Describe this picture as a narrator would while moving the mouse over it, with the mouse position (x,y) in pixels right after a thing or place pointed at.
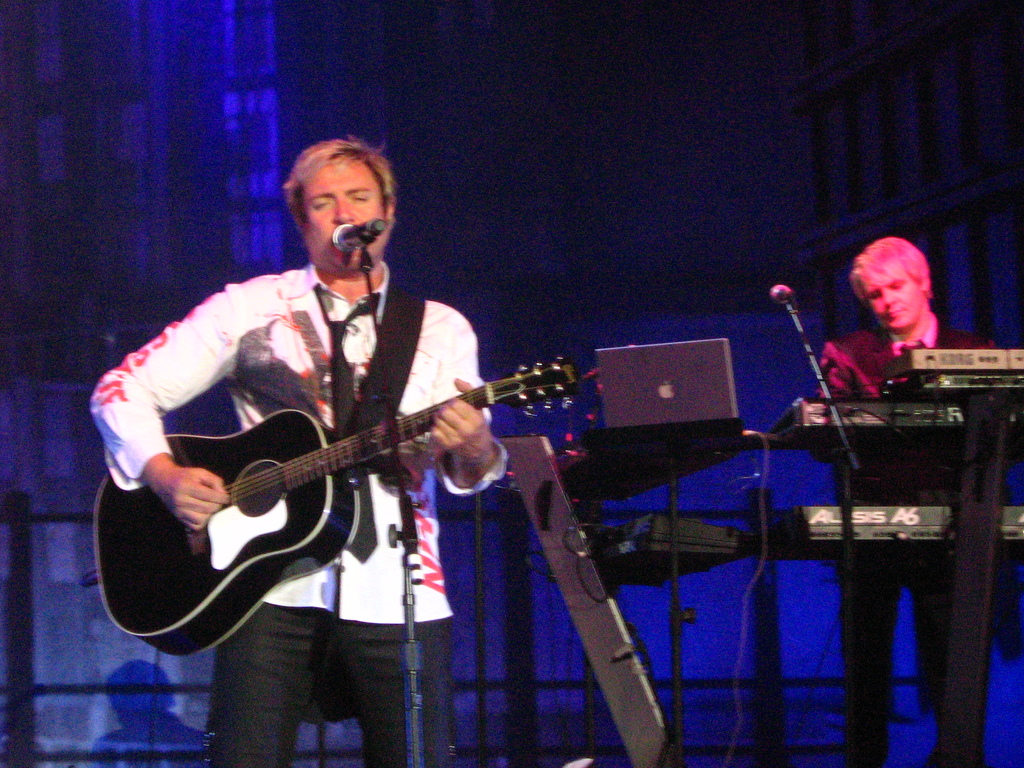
A man (322,237) playing guitar (124,605) and a man (872,251) playing piano (1021,380) and we see a microphone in front of them.
